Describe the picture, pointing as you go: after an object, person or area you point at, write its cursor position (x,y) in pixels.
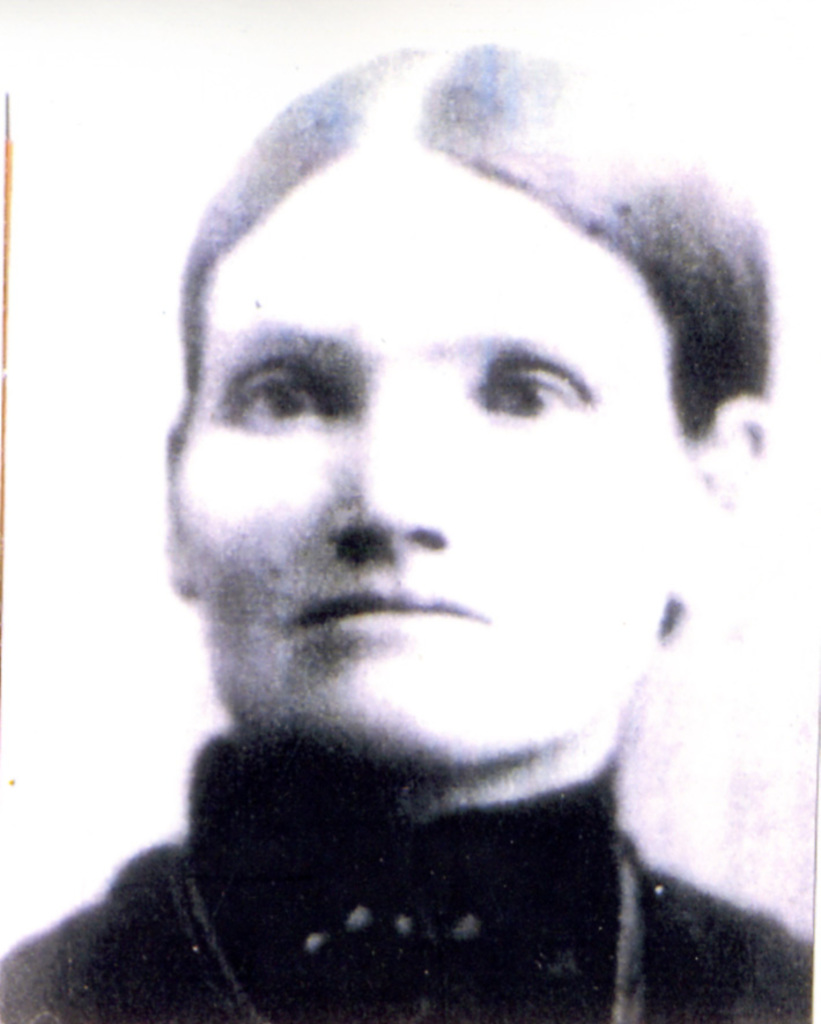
As we can see in the image there is a woman (452,517) wearing black color dress (284,933).
